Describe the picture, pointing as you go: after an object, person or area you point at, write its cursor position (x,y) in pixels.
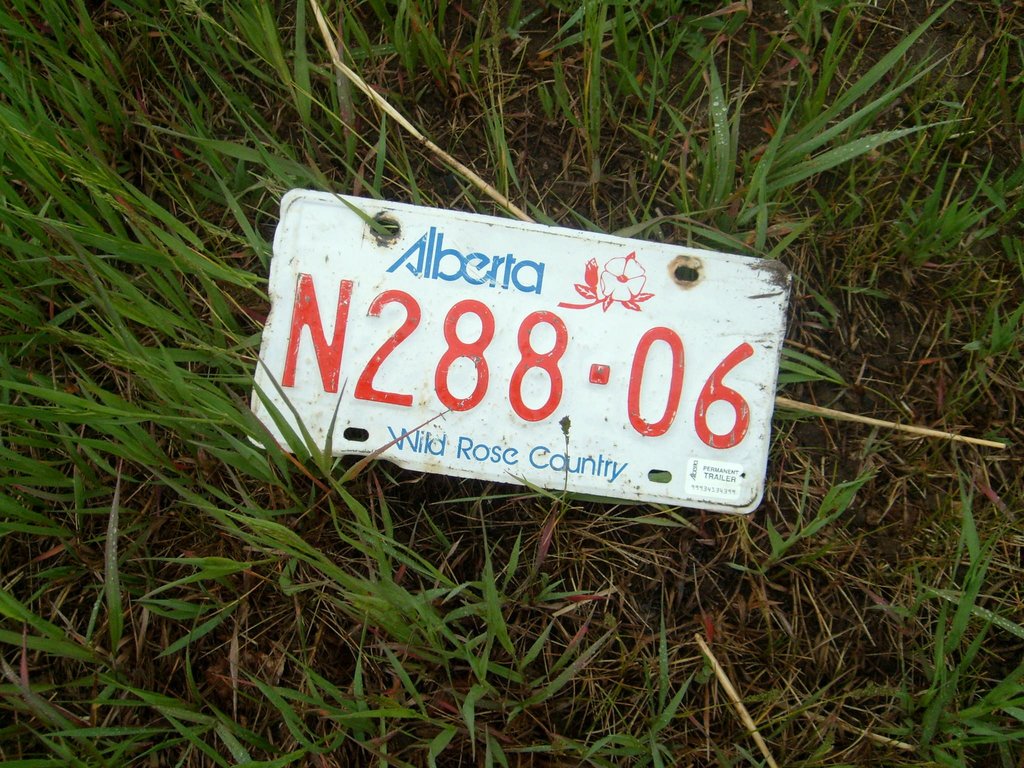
In this image in the front (505,420) there is a board (495,345) with some text (485,334) written on it and there is grass (895,264) on the ground (838,551).
